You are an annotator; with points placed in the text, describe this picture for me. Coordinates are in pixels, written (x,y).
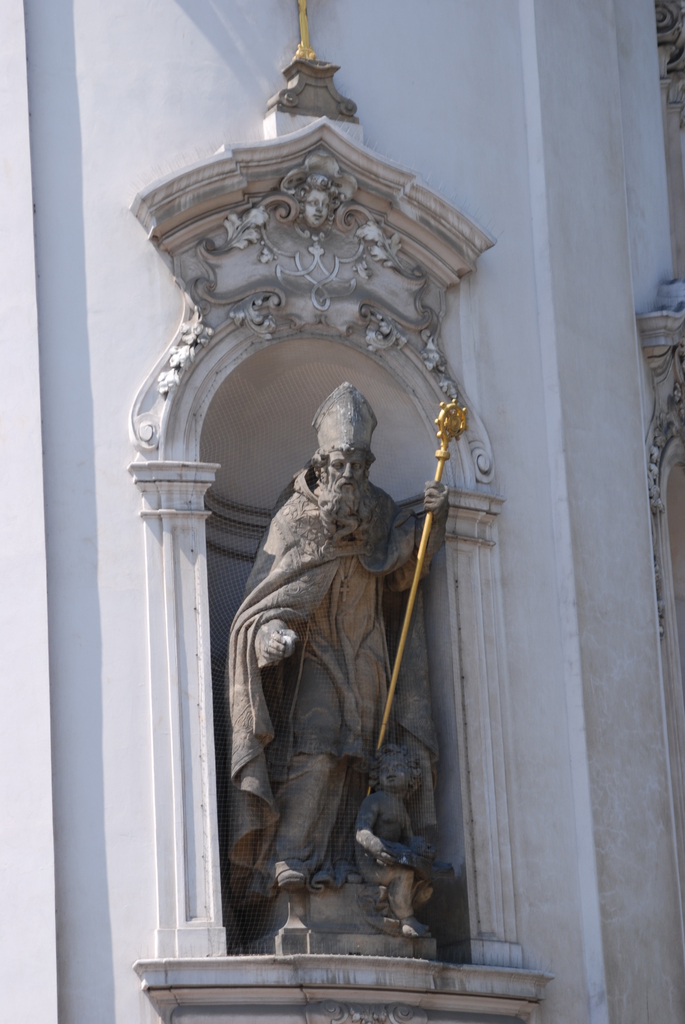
In this image I can see a statue (372,631) of the person (372,641) holding the gold color object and the statue (372,711) is attached to the wall (393,485) and the wall (483,211) is in white color.
